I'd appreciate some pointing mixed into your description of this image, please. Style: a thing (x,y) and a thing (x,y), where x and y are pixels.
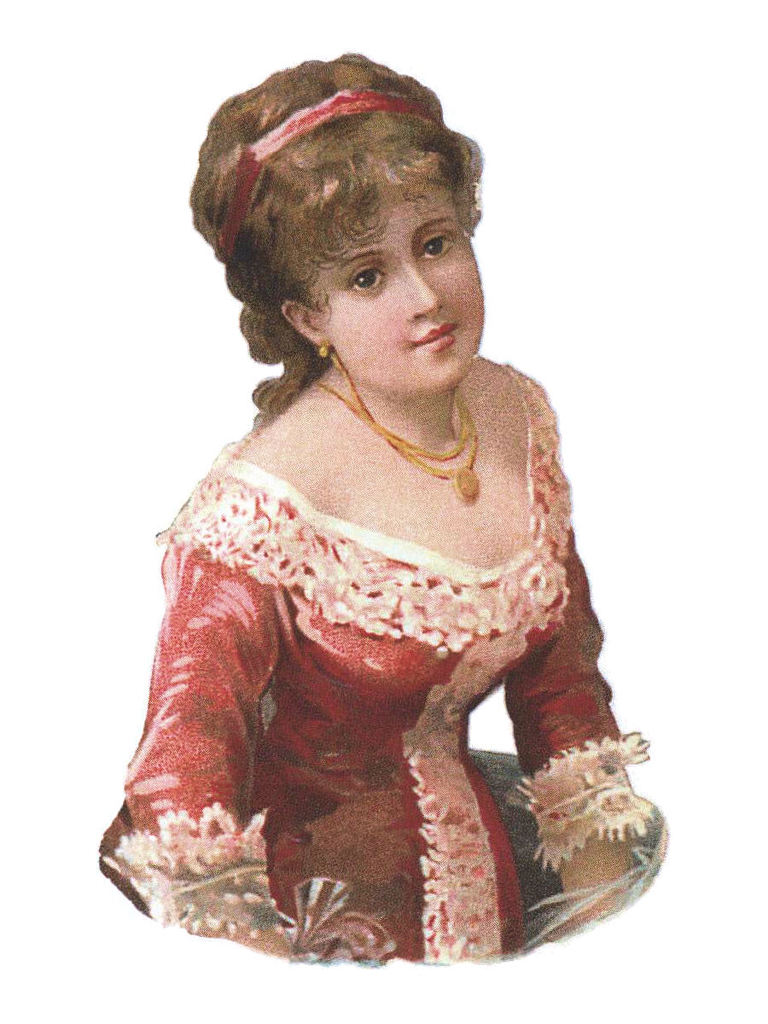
In this image we can see the picture of a woman (371,704).
